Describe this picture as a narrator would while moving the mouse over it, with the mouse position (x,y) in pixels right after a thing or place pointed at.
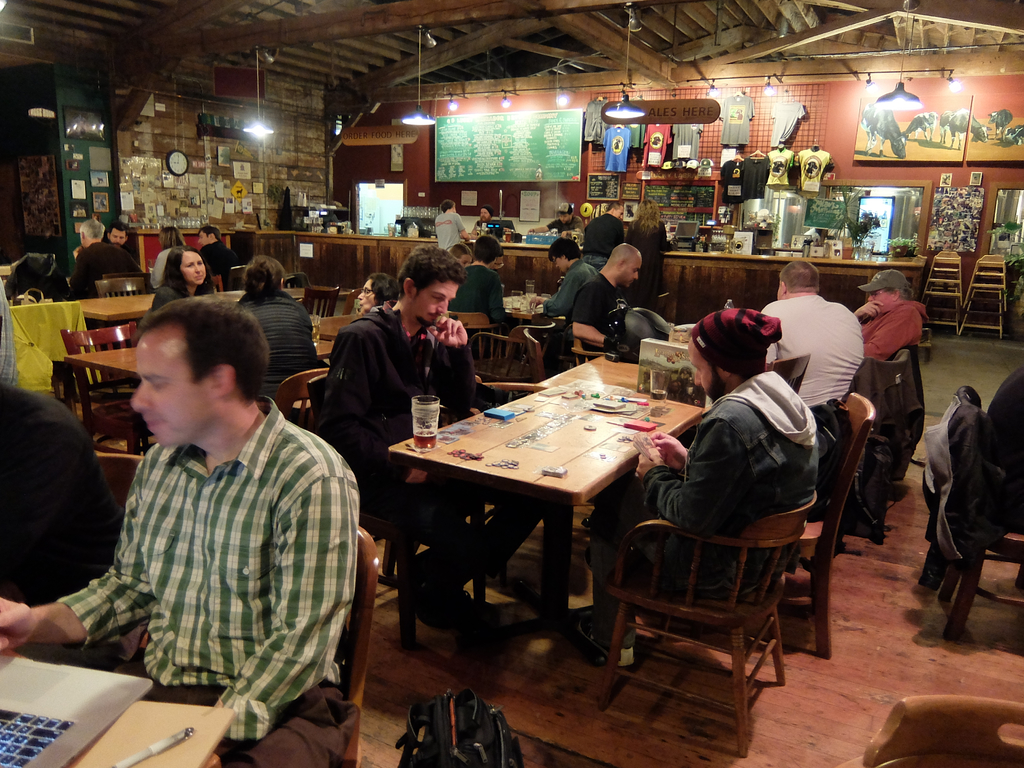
This is a picture in a restaurant (1006,517), there are so many people (800,312) in the restaurant (1018,200). This is a man (184,528) who is in green checks shirt (198,575) who is working in his laptop (37,689). This two persons (441,411) were playing in the table (542,409) this is a beer glass (427,429). On the wall (426,130) there is a hoarding (962,113) of cows (1012,128) and there is t shirts (773,154) hanging on the wall (601,148), there is other board (702,120) written in some text (552,137). This are the lights (625,106) hanging to the roof (479,33). There is wall clock (178,168), this is a chair (118,287) and table (114,298). This are the women (257,284) who are speaking.
